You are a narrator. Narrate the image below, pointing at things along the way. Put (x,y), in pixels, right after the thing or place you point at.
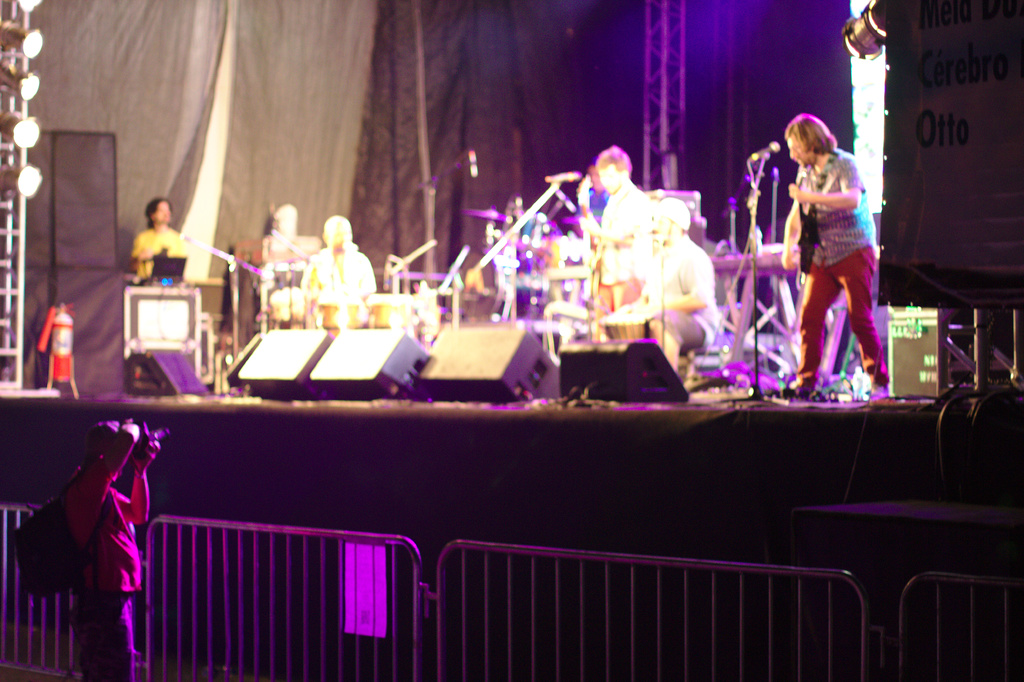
In this picture we can see a person (351,263) playing drums (393,305), and here is the person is standing, and beside him a person (679,239) is sitting, and at back a person (796,190) is standing and playing guitar (803,250), and here is the microphone (758,166), and here is the fire extinguisher (54,349) on the stage (64,404), and at down a person (80,535) is taking a picture, and here are the lights (24,190).
